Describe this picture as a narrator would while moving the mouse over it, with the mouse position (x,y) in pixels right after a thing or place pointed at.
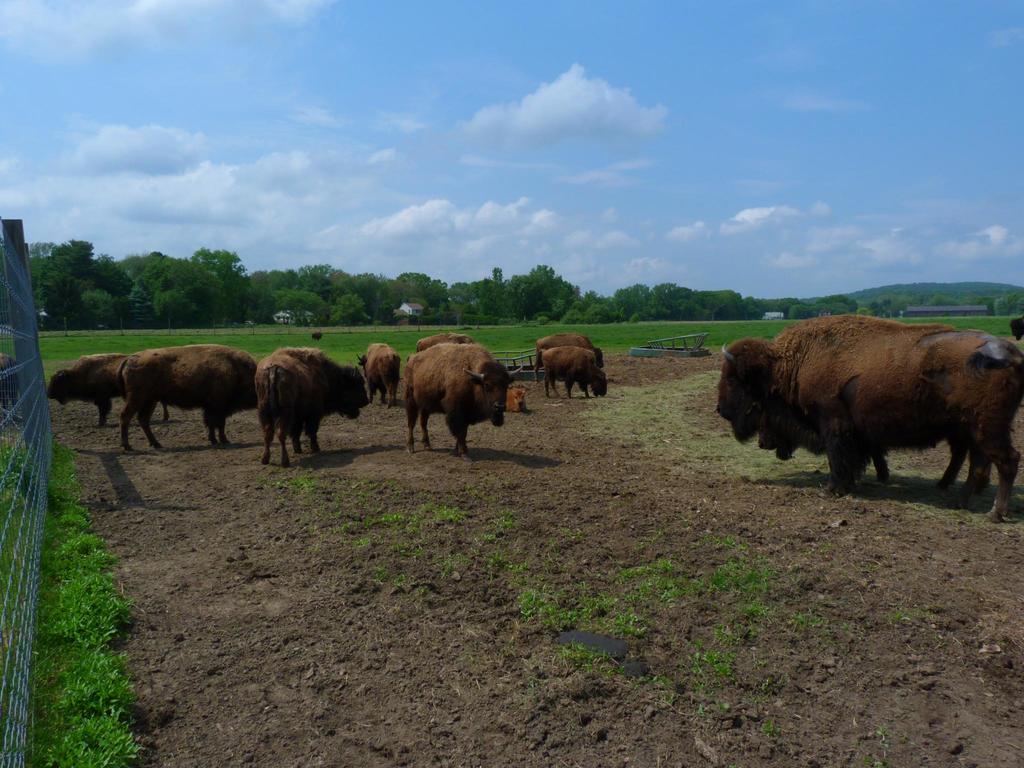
This is the picture of a place where we have some bison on the floor (357,470) and behind there are some plants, trees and a fencing (4,266) to the side.
